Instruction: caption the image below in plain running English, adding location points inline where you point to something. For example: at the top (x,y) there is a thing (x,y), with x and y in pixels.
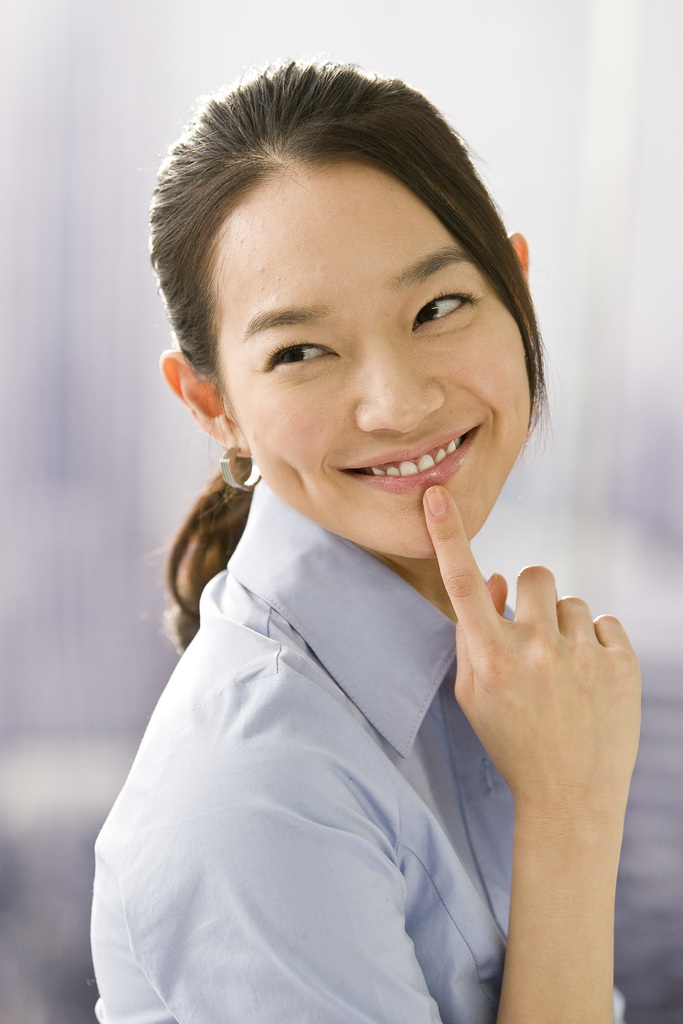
In this image we can see there is a person (334,381) with a smiling face (447,232). And at the back (65,466) it looks like a blur.
